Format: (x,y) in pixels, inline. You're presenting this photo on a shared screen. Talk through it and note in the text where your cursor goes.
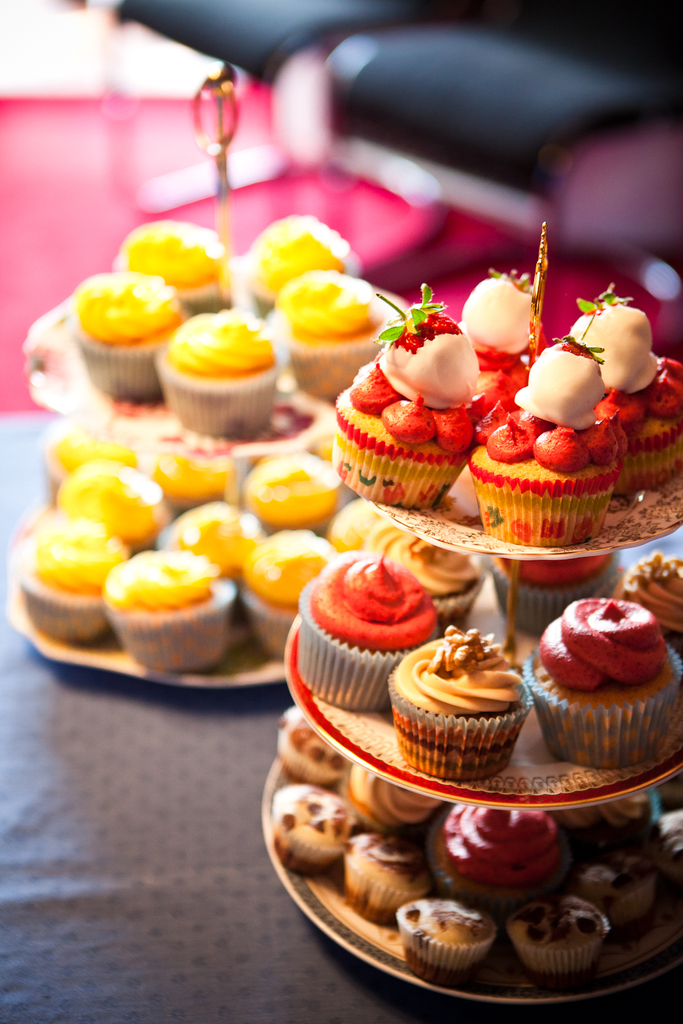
In this image we can see different kinds of cupcakes (325,754) placed in the cake stands (565,781).
